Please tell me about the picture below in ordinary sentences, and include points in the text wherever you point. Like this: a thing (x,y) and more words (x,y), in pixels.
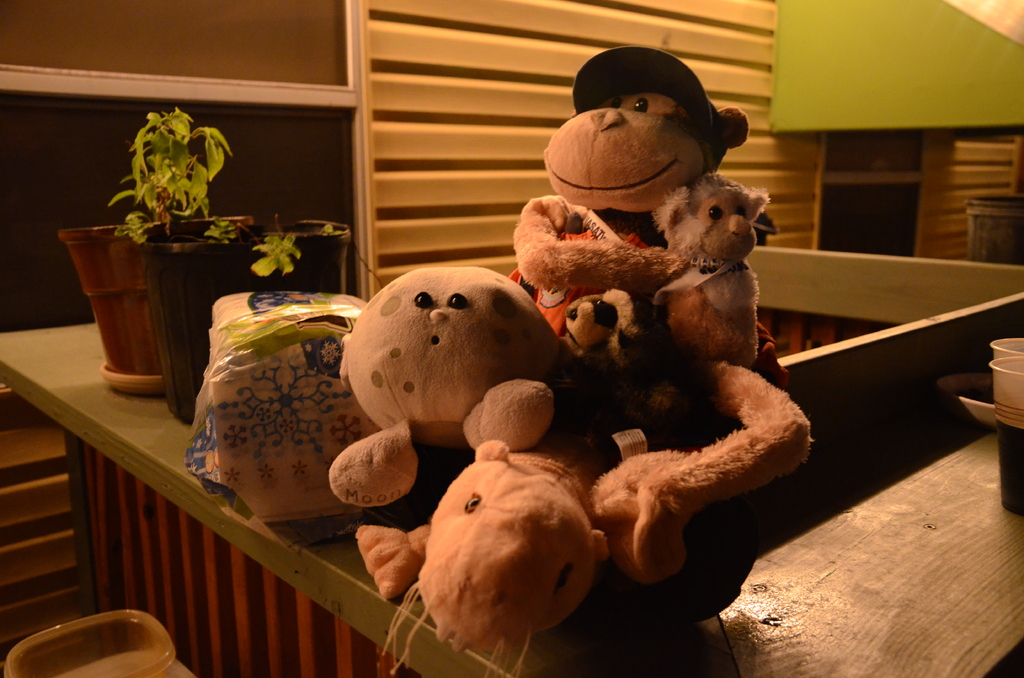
In this image, we can see some teddy bears (522,430) and we can see two flower pots (166,292), we can see the wall (403,23).
